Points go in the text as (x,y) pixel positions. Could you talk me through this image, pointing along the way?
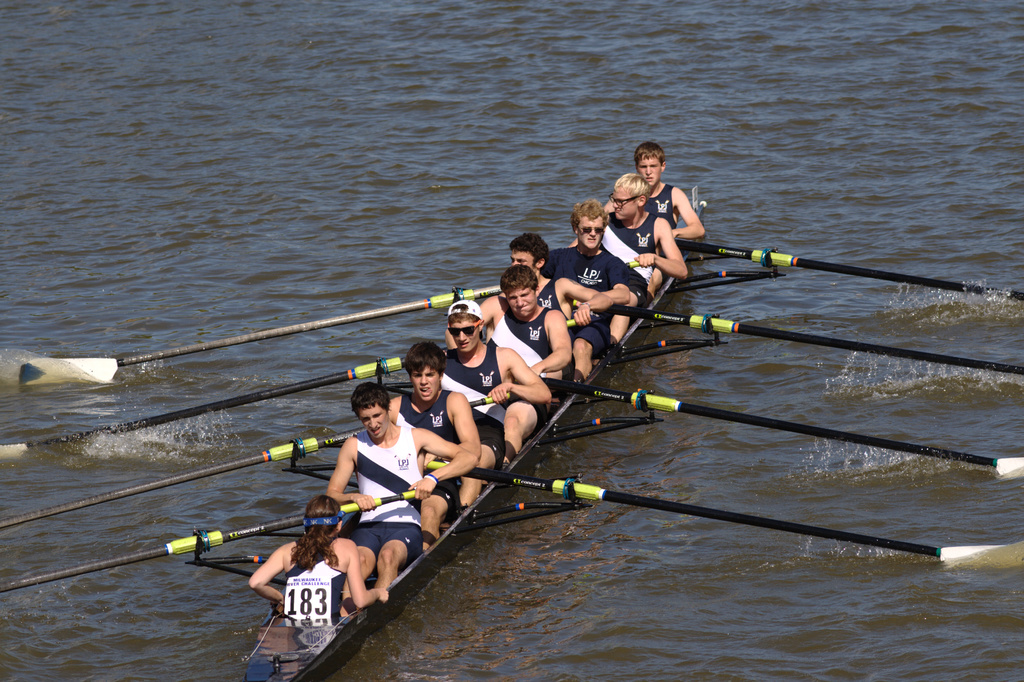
In this picture I can see there is a river (650,542) and there are few people (435,517) sitting in the boat (457,529) and they are holding oar sticks (410,496). They are wearing a navy and white color rowing kit (390,517).
